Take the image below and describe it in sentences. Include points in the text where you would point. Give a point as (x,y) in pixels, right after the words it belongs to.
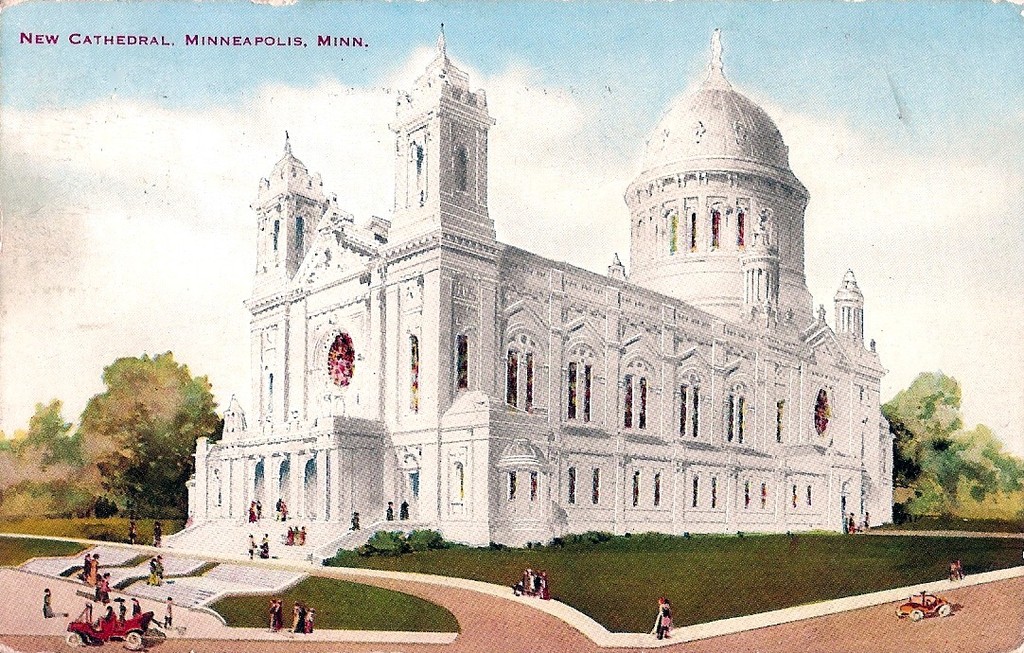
In this image we can see a building (436,514), there are few people (110,608), vehicles (101,620), trees (121,493), grass (684,569) and windows (597,499), in the background (938,86) we can see the sky (303,115) with clouds (157,115).
